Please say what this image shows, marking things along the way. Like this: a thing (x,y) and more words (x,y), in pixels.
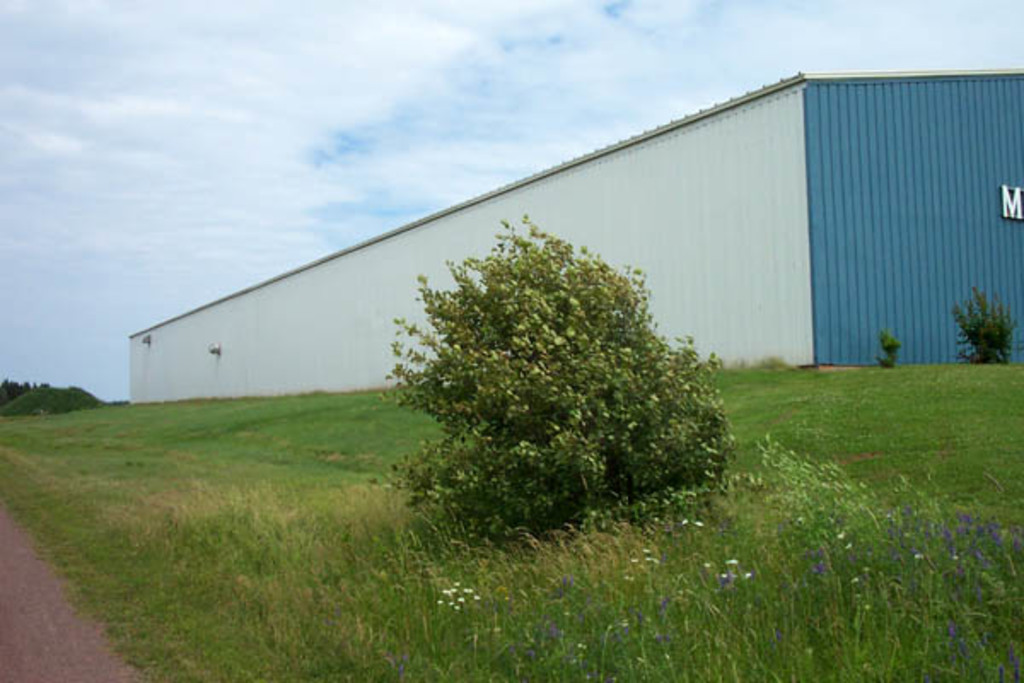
In this image we can see a building (695,254) with a roof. We can also see some plants (739,572) with flowers (752,573), grass (735,530), a group of trees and the sky (426,38) which looks cloudy.
